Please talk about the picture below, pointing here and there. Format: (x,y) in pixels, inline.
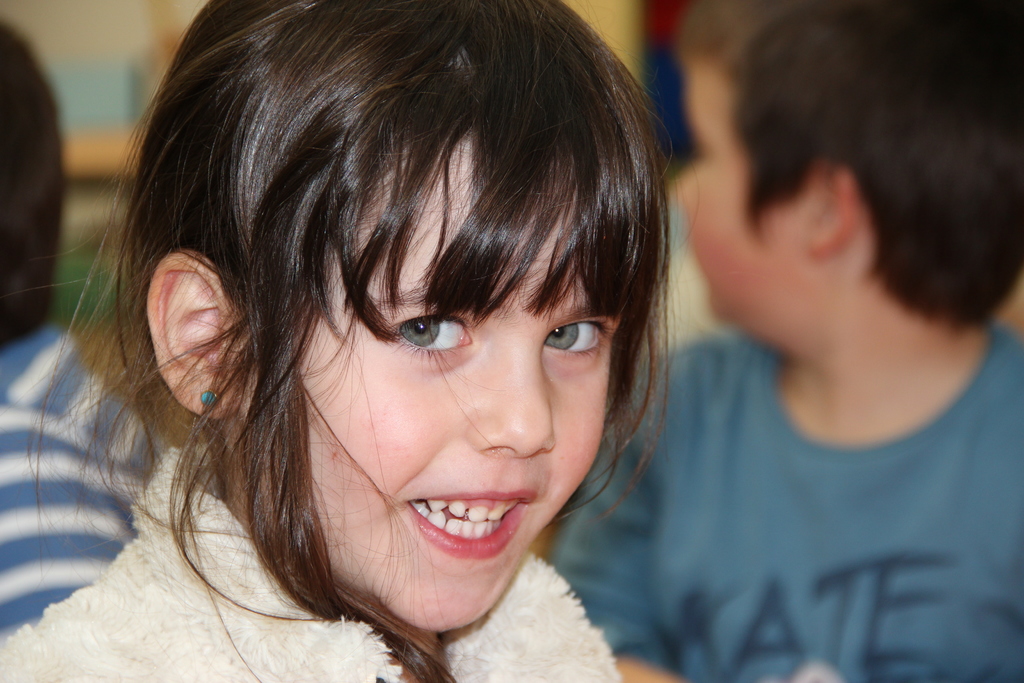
Here I can see a girl (196,617) wearing a jacket (199,644), smiling and looking at the picture. On the right side (829,361) there is a boy (801,396) wearing a blue color t-shirt (775,520) and looking at the back side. On the left side (33,423) there is another person (5,304). The background (92,59) is blurred.
